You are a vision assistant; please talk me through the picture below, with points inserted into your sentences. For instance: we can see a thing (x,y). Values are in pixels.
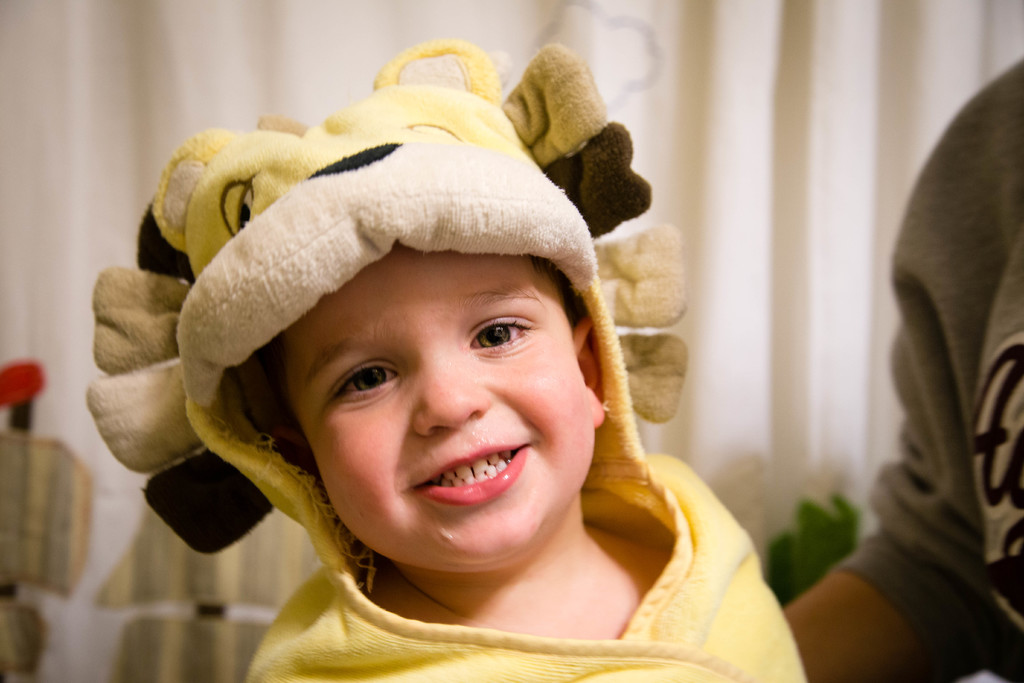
Here we can see a kid (563,381) and she is smiling. In the background (55,25) there is a curtain (764,361).
